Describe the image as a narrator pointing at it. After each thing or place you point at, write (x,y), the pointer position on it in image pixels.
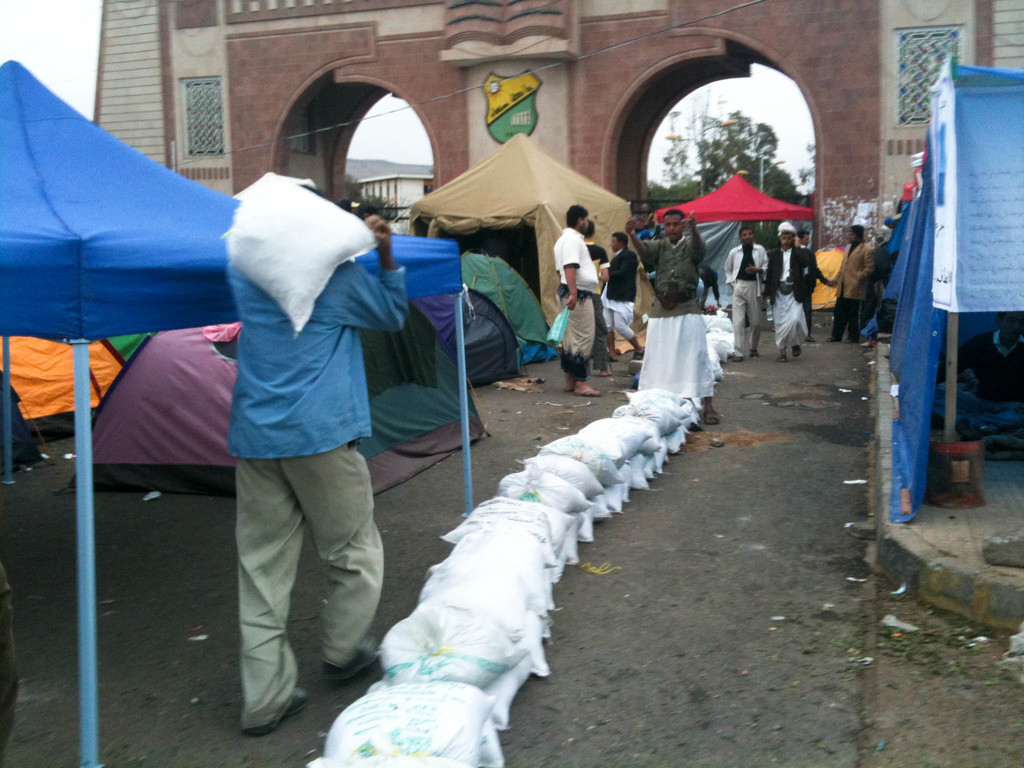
This is an outside view. In the middle of the image (645,450) I can see few bags (420,722) on the road (616,686). There is a man (327,634) carrying a bag (291,251) and walking. In the background (809,261), I can see some more people (751,277). On the right (983,223) and left sides of the image I can see two tents (915,289). On the right side (963,399) a person (965,389) is sitting on the footpath (989,492). In the background (604,219), I can see some more tents (734,201), trees (728,148) and building (356,57).
